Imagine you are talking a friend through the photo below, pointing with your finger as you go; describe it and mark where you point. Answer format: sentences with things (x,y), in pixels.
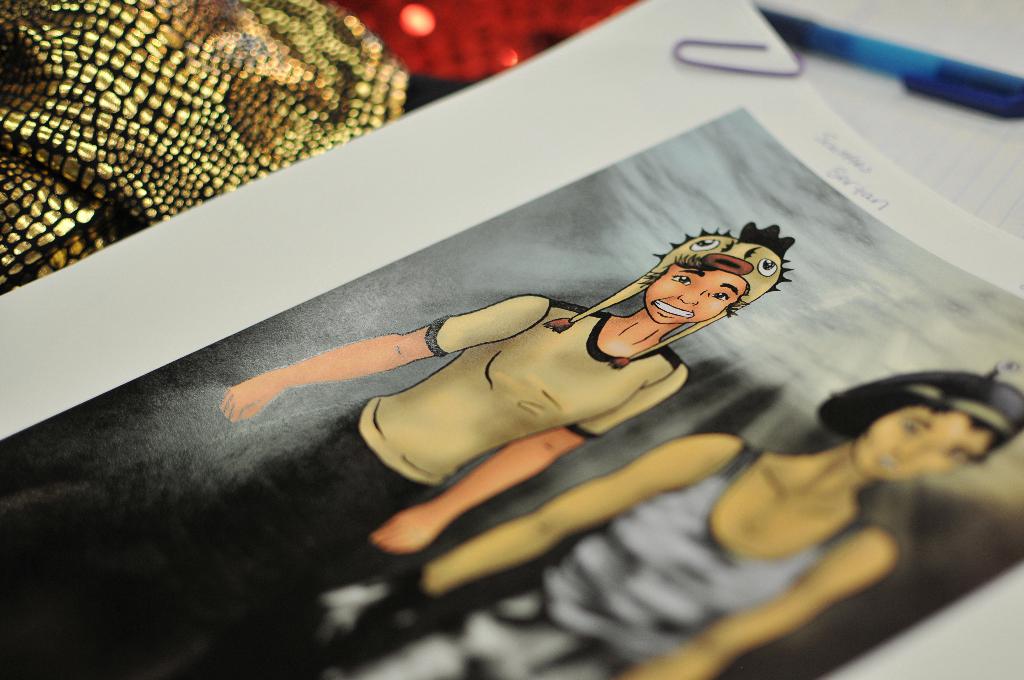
There is a paper (542,386). On that there is an animation picture (620,372). On the paper (674,75) there is a paper pin (697,43) and something is written.
